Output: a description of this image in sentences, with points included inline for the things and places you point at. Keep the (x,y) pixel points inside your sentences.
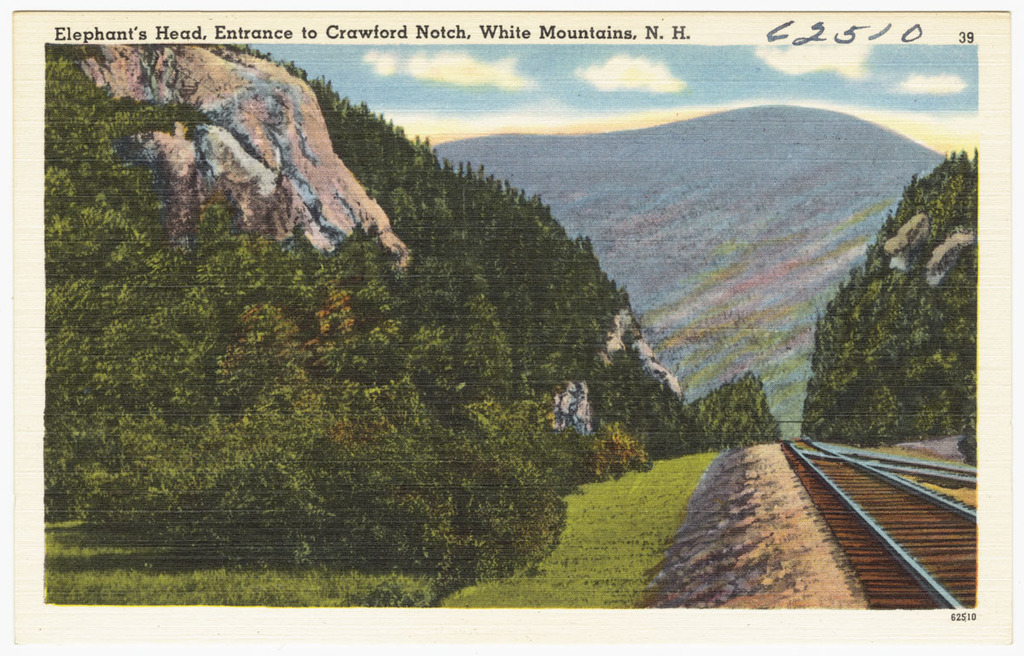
In this image I can see depiction of trees (580,486), grass (678,492), few railway tracks (858,495), clouds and the sky (643,97). I can also see something is written over here.
